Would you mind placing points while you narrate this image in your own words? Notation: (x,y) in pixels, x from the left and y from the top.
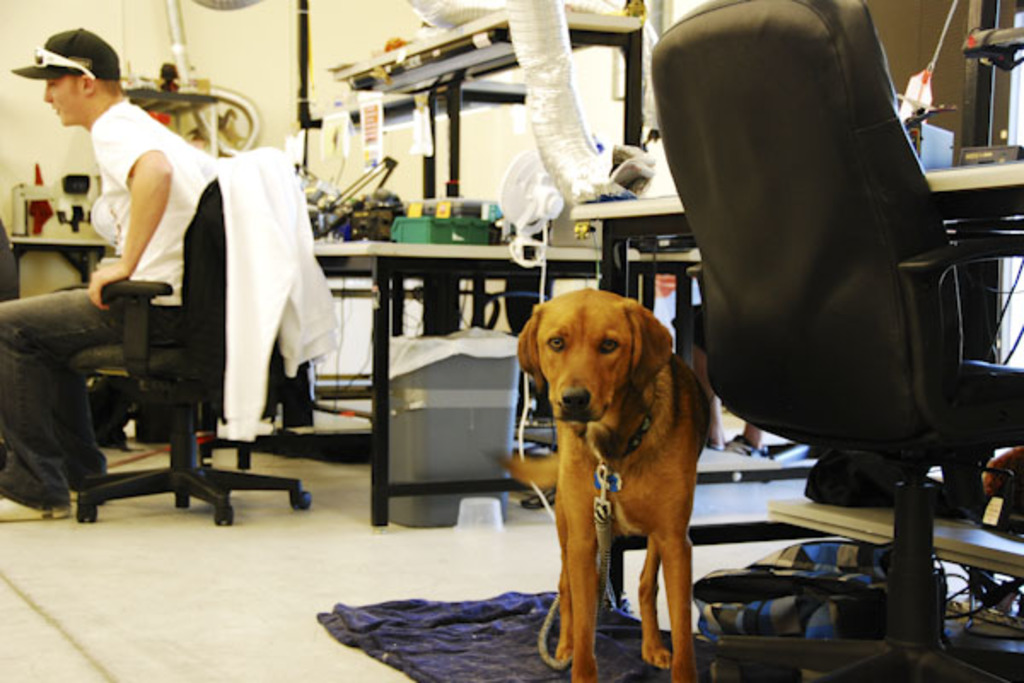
This picture shows a dog (607,417) which is standing behind the chair (862,387) on the cloth (549,645). In the background (19,433) there is a man (145,275) sitting in the chair (214,270) and there is table (429,263) on which some equipment (397,215) is placed. There is a wall (215,41) here.
